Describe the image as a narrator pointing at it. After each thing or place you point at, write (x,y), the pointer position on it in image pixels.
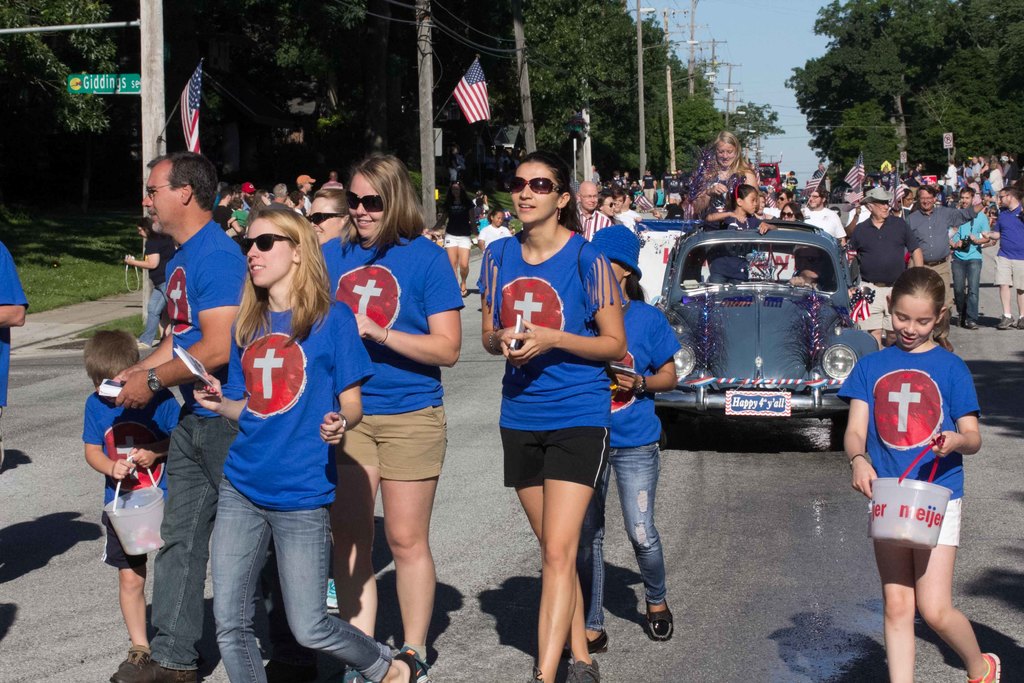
On the background (788,47) we can see a blue sky (735,89), trees (970,111), poles (729,118) and flags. This is a board (102,85). Here we can see all the persons (973,211) walking on the roads (1006,439). We can see few persons (727,270) in a car (723,257). in front of the picture we can see a boy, girl (934,407) and few persons (534,426) walking on the road (992,435).
